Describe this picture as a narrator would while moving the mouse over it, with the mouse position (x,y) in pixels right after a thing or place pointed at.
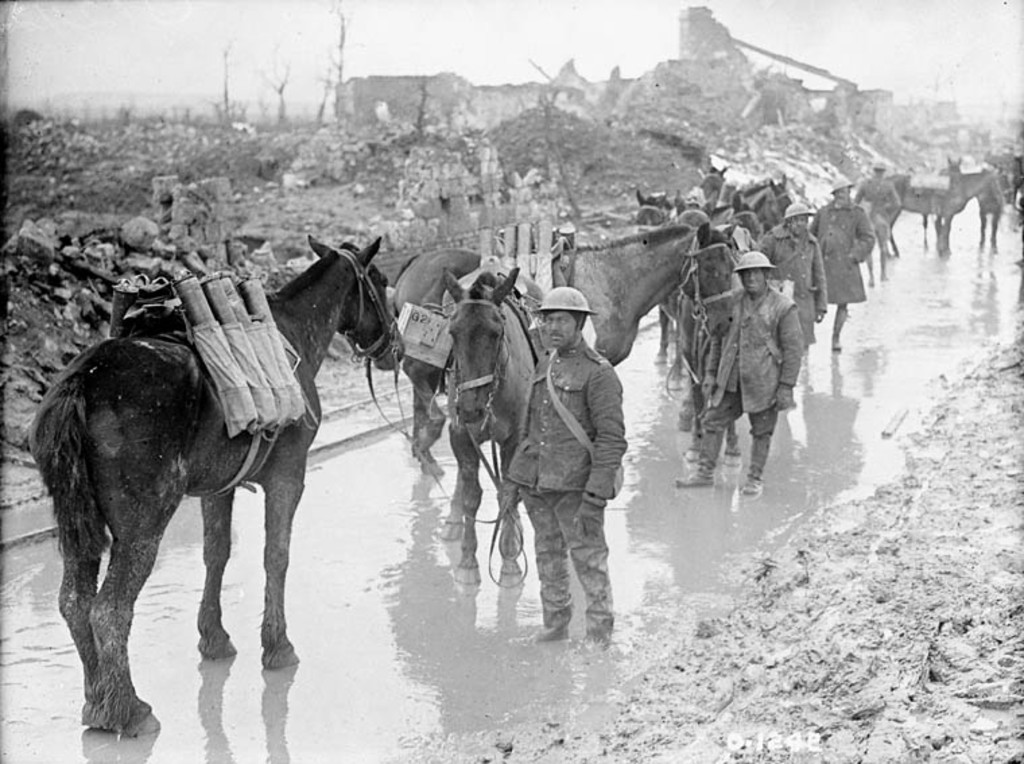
This is a black and white picture. Here we can see some persons (621,479) are standing besides horse (205,500). On the background (498,55) there is a sky (491,48).
